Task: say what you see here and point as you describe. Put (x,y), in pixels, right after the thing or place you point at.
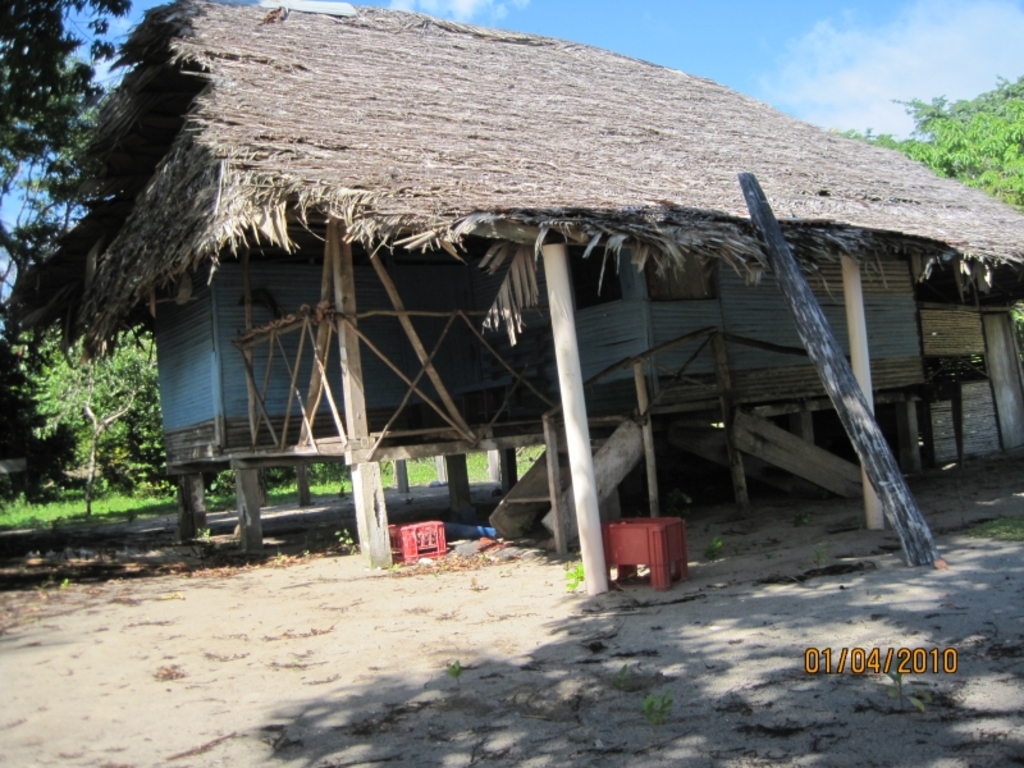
In this image we can see a house (565,309). There are many trees (116,384) in the image. There is a grassy land (68,509) in the image. There are few objects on the ground (454,681). There is a wooden log (855,437) at the right side of the image (870,446). We can see the clouds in the sky (726,33).
